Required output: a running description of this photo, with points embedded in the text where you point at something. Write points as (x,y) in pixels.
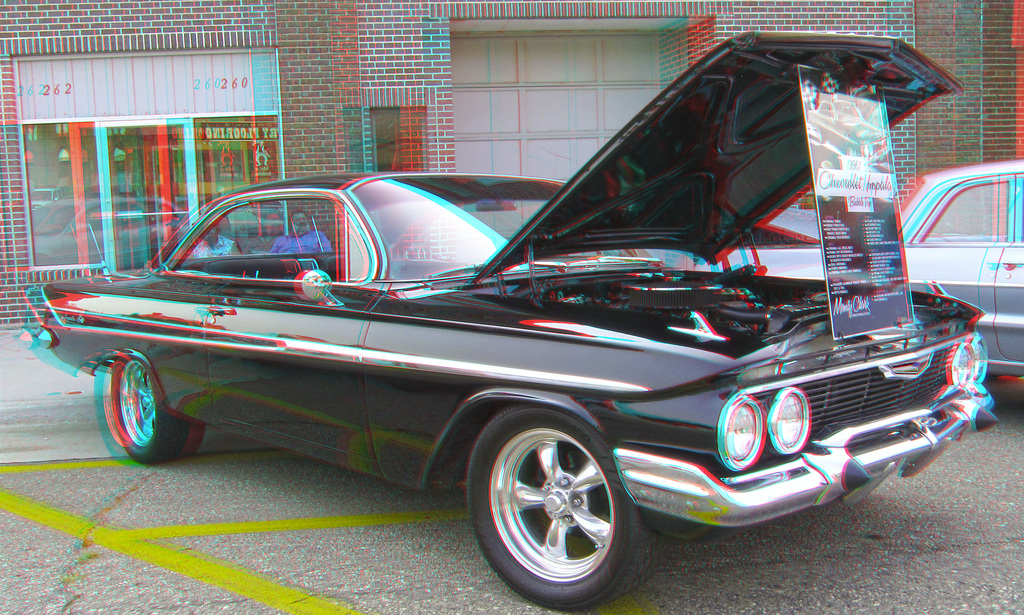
In the center of the image (474,341) we can see cars (801,320). In the background (298,130) there are buildings (464,102). At the bottom (429,561) there is a road (441,577).
